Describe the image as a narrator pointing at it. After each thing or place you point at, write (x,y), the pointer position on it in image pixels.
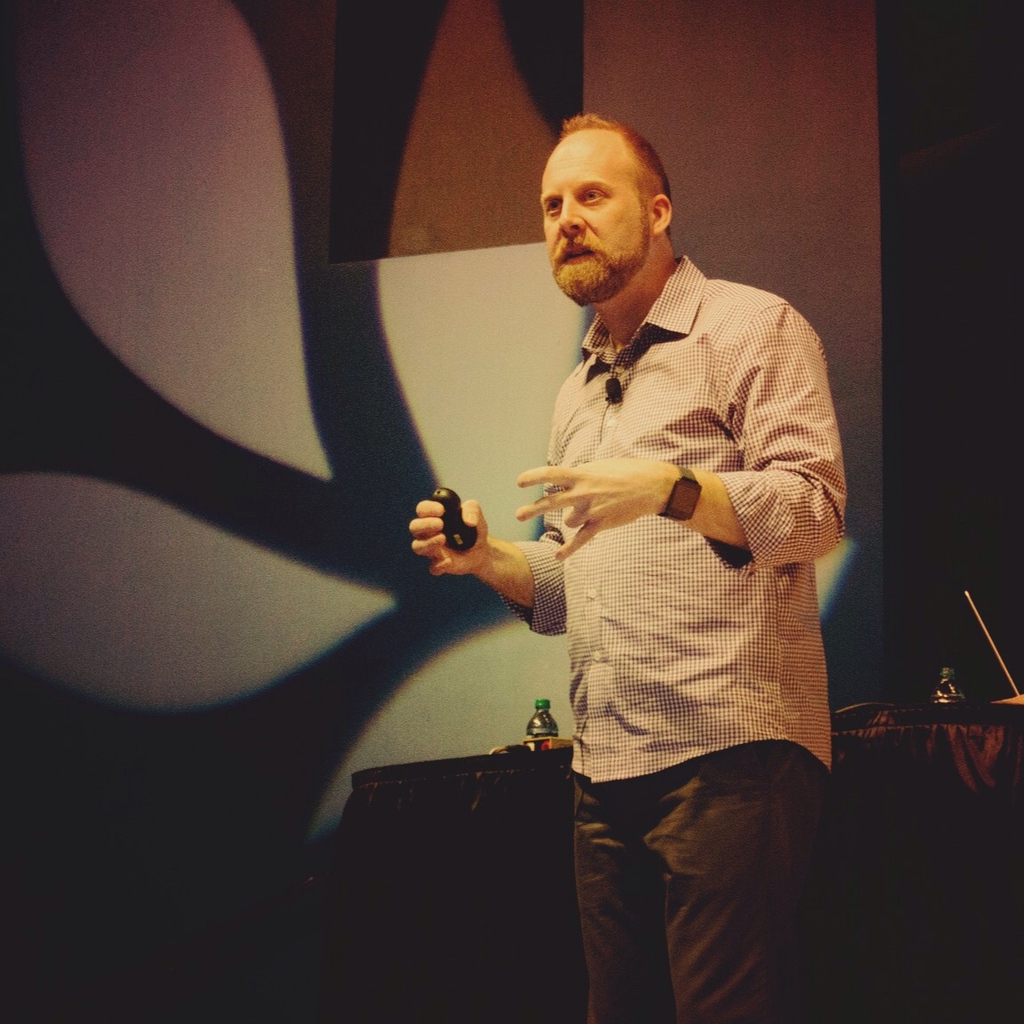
In the picture we can see a man (629,702) standing and talking something doing actions with the hand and behind him we can see the table (990,811) with black cloth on it with two water bottles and some things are placed and in the background (750,143) we can see the wall (730,165) with a designed light focus (508,242) on it.
